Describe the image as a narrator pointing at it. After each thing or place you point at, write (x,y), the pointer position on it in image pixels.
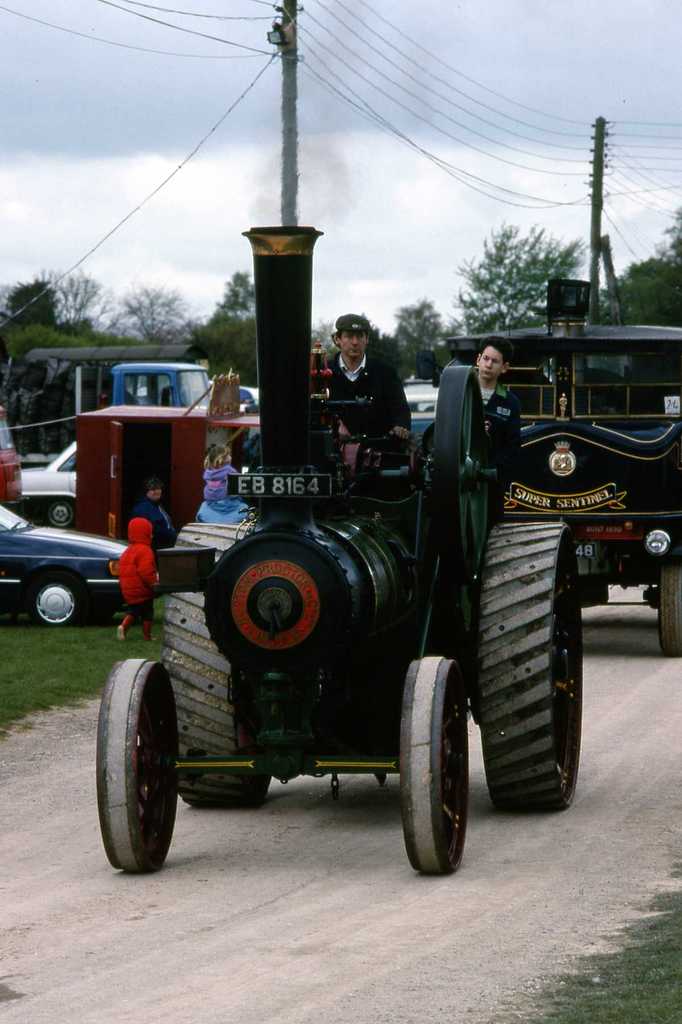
In this image we can see vehicles (333,416) and there are people (396,413) sitting in the vehicles (324,412). In the background (213,327) there are trees (498,274), wires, poles (289,88) and sky (523,183). On the left (142,614) there are kids (136,548).
